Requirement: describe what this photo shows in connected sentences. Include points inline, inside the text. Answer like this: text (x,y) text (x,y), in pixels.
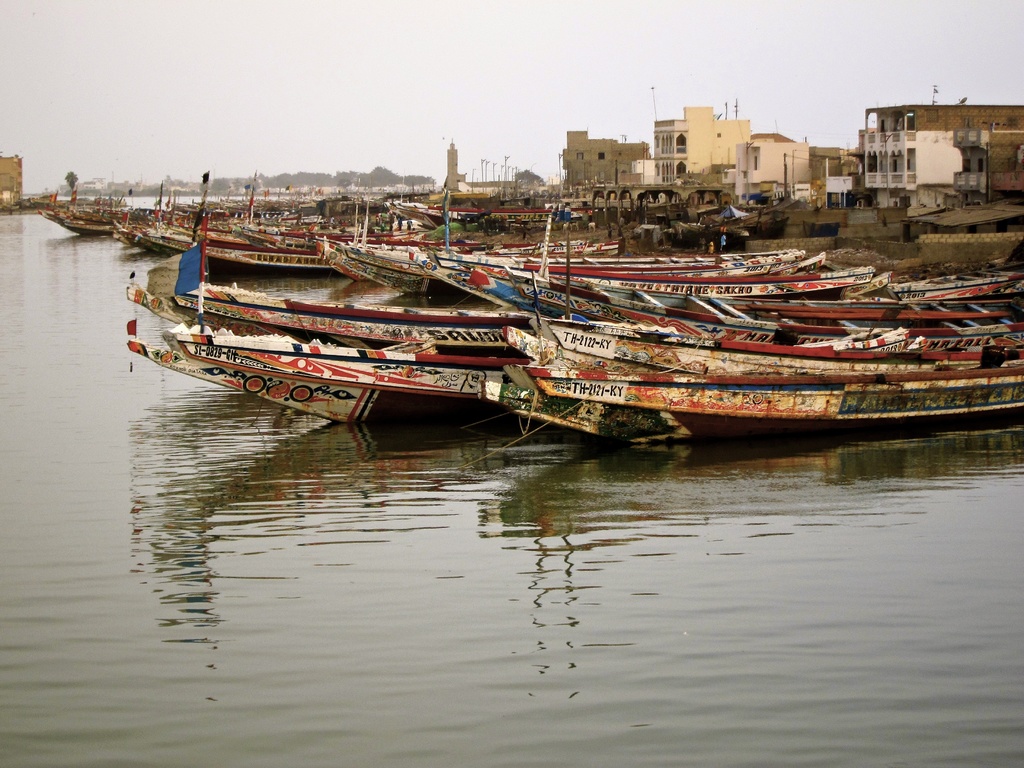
In this image there are many boats (124,222) on the water (448,298), behind the boats (431,214) on the surface (705,246) there are buildings (629,157) and trees (319,184).
